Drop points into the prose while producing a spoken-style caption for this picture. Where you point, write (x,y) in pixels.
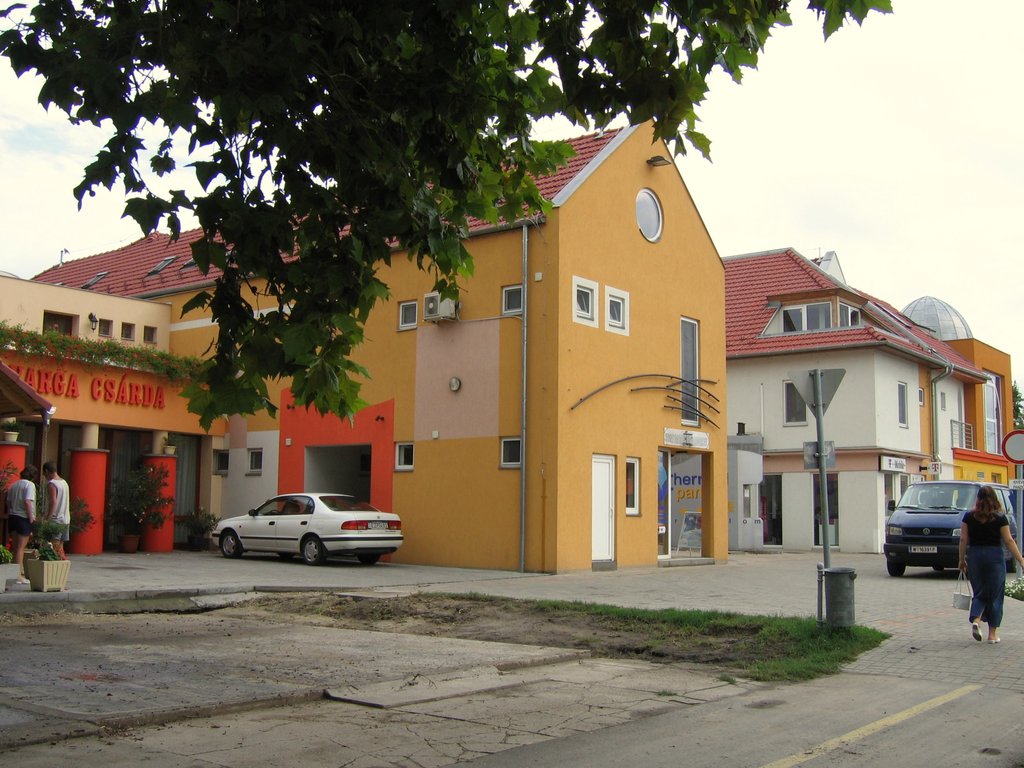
In this image, there is an outside view. There are some buildings (880,430) in the middle of the image (362,450). There is a person (963,546) in the bottom right of the image (969,564) holding a bag (958,589) with her hand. There is a car (354,532) beside the building (446,513). There are branches (362,125) at the top of the image (400,101). There is a sky (877,132) in the top right of the image (886,127).
